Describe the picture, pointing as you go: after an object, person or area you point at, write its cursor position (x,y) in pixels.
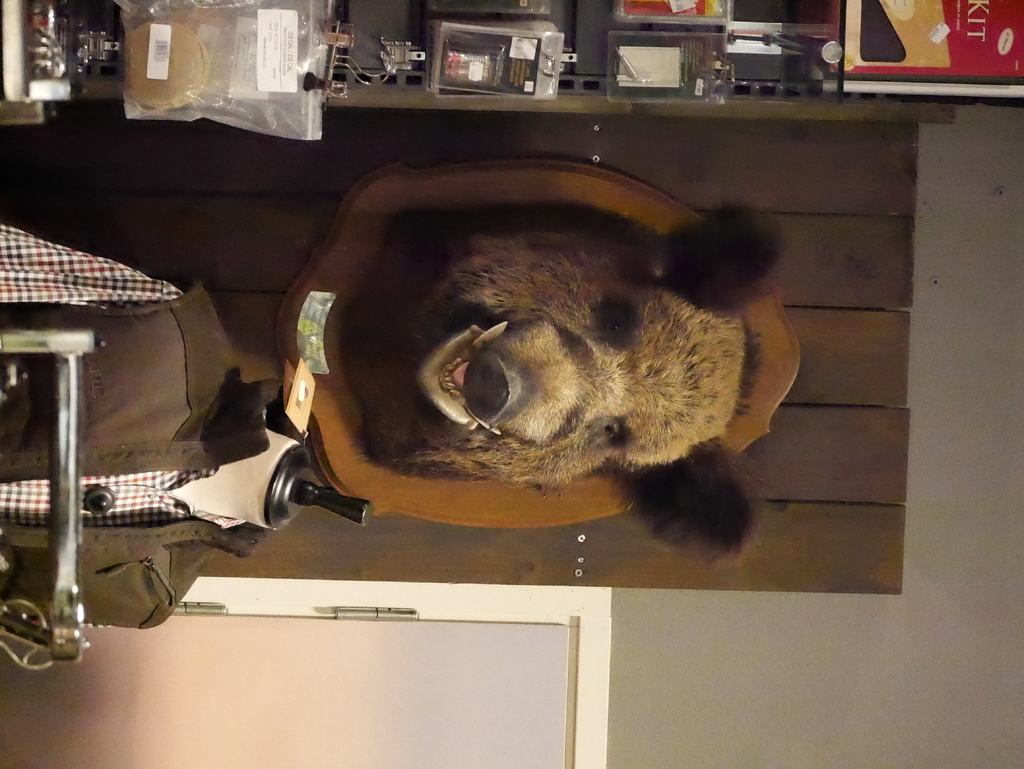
This image is in right direction. On the left side (68,421) there is a mannequin (91,457) which is dressed with a jacket (128,430). Behind there is a mounted head (699,365) of an animal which is attached to a wooden plank (831,306). On the right side (942,534) there is a wall (868,682). At the bottom (246,713) there is a door (266,706). At the top of the image (321,58) there is a rack (358,77) in which many boxes (645,51) and devices (404,49) are placed.
